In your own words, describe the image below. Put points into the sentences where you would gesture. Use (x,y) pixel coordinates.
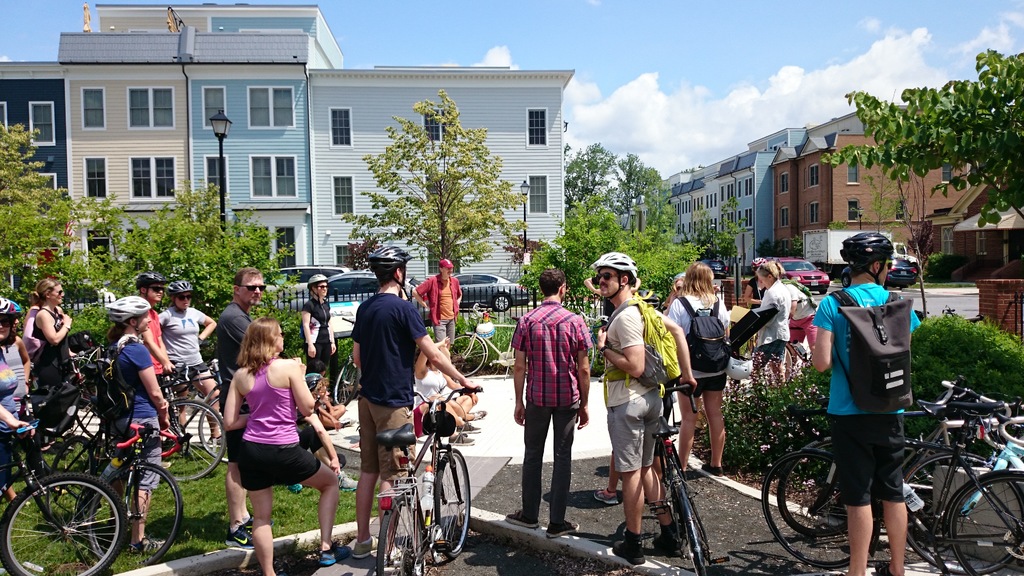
This picture shows a group of people (226,372) holding bicycles (439,511) in their hand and we see people (419,328) standing and we see few parked cars (818,270) and buildings (362,135) around and we see trees (474,255) under blue cloudy Sky (695,39).
